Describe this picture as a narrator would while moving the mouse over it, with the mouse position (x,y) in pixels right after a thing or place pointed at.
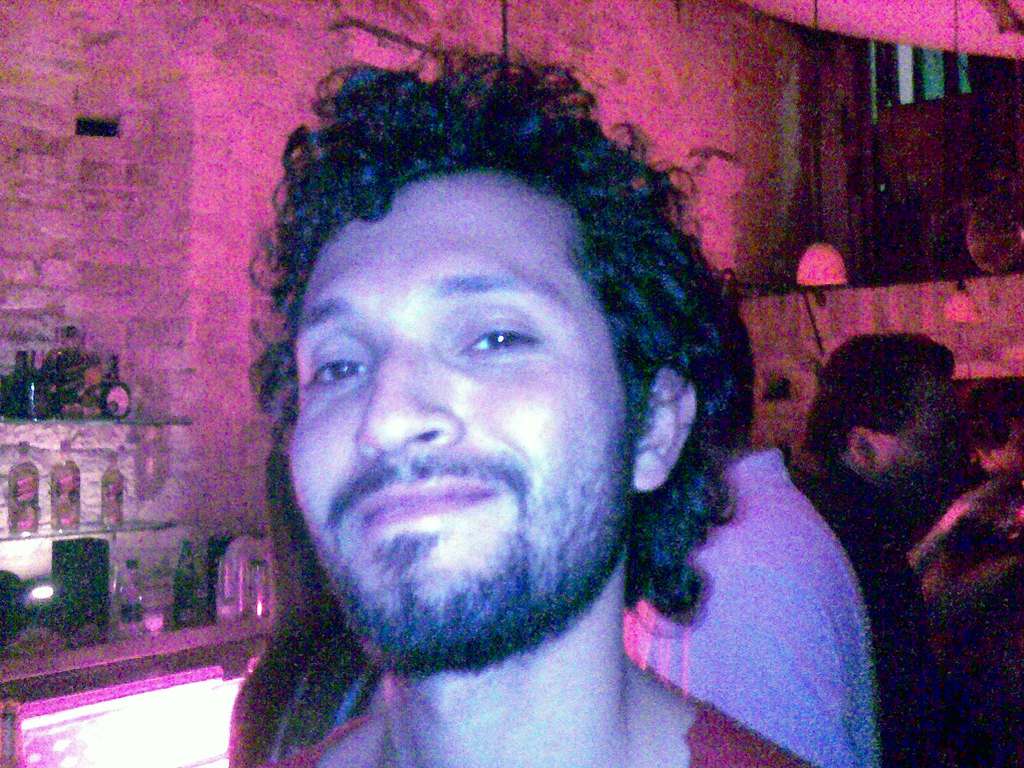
This picture describes about group of people (543,432), on the left side of the image (119,382) we can see few bottles (114,513) in the racks (115,527).
